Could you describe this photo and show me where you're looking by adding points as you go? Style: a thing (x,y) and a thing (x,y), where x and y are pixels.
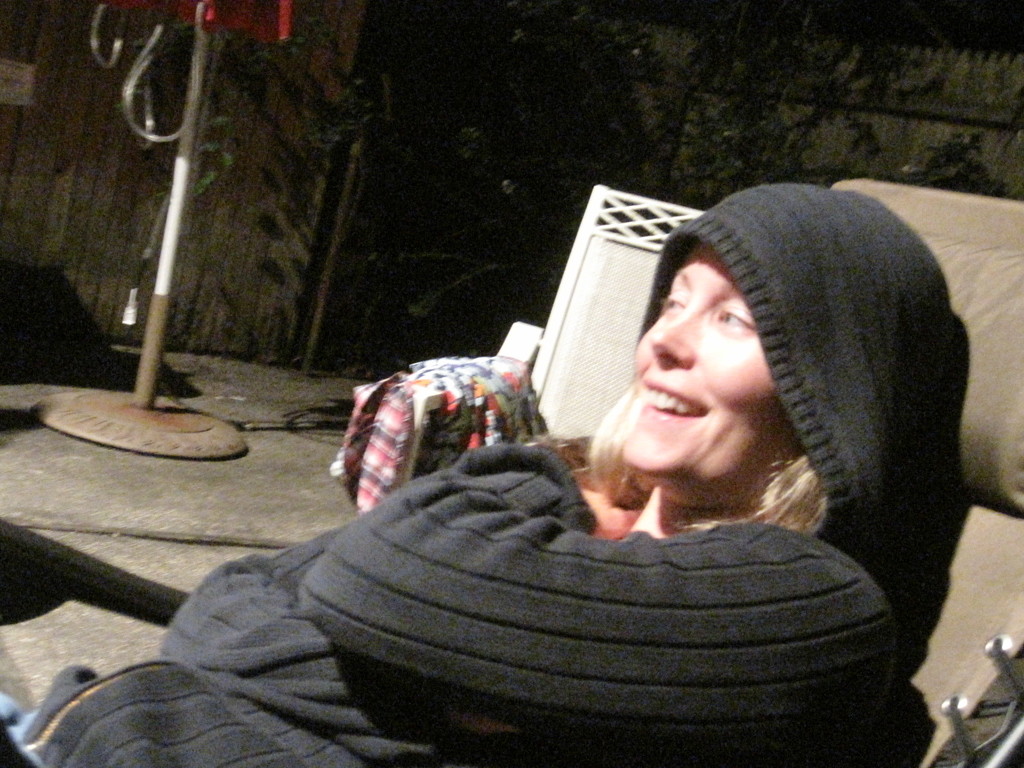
This picture shows a woman (453,521) seated on the chair (993,544) and we see another chair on the side with some clothes (466,423) on it and we see a stand (104,396) and a tree (665,188) and we see women (744,368) wore a cap (817,214) on her head (727,416) and we see smile on her face (711,447).
